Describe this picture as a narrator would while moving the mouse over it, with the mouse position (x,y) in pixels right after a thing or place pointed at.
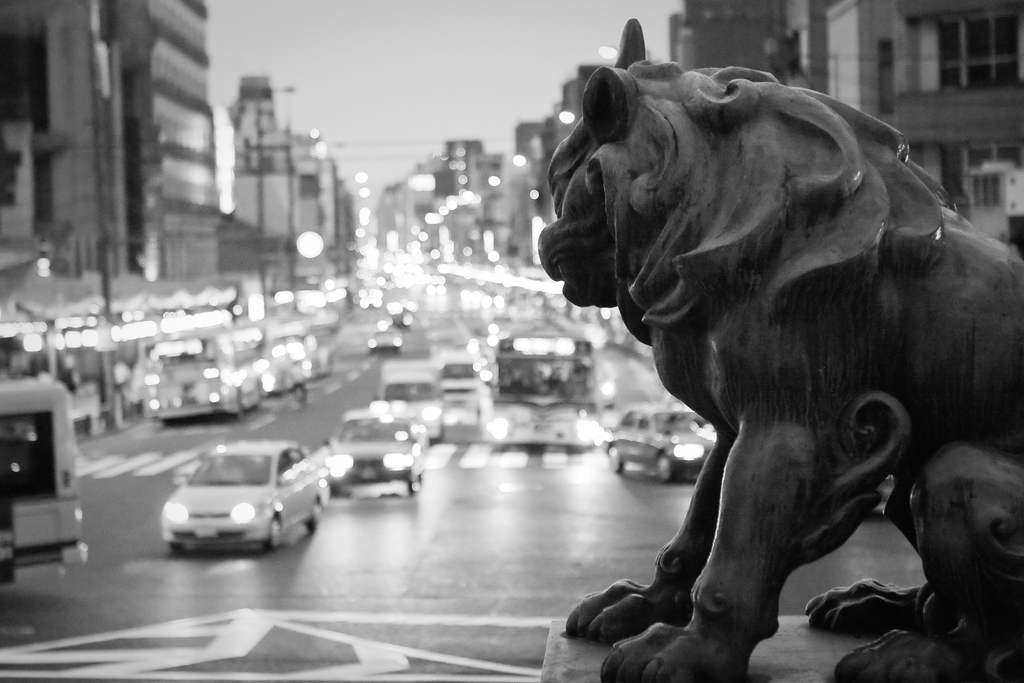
In this image we can see a statue (774,315) few vehicles (417,436) on the road (503,524), there are few buildings (85,182) and the sky (444,73) in the background (448,62).
